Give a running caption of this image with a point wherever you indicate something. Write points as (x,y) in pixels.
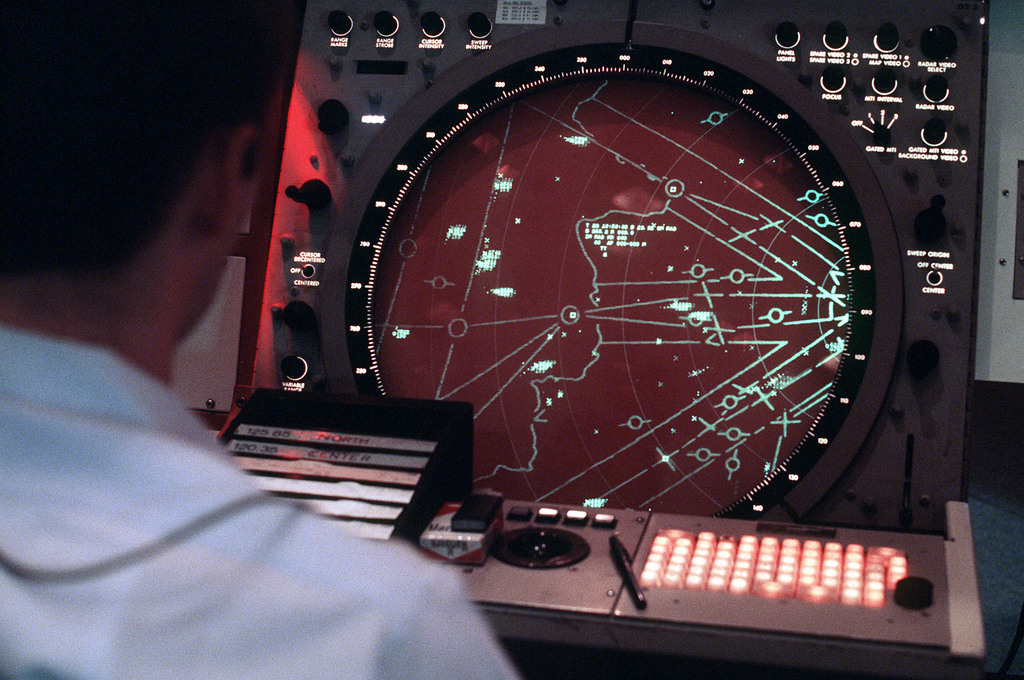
In this image we can able to see a person (262,532), in front of him there is a machine (644,267) with switches (889,72) on it, and we can see a pen (616,547) on the surface (535,521).
